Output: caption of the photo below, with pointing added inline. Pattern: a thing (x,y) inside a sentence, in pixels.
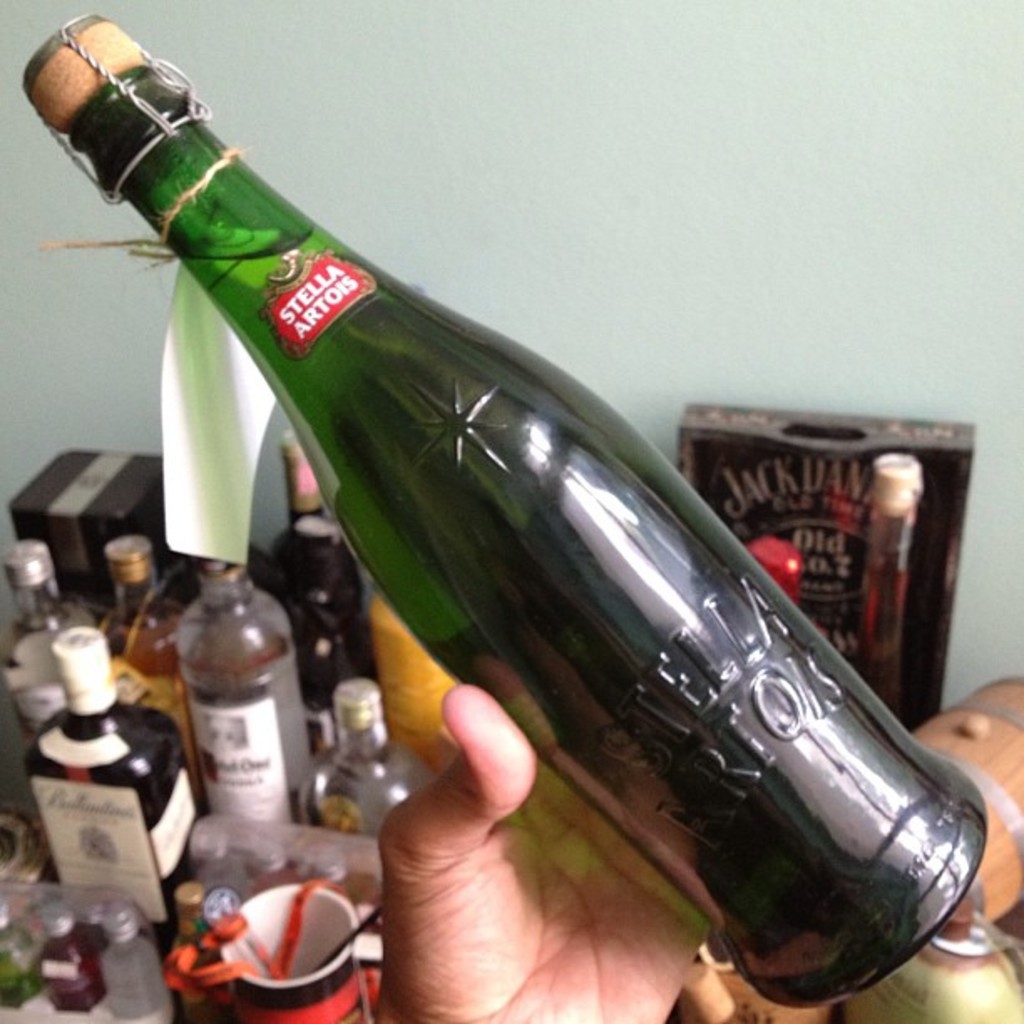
In the image we can see there is a wine bottle (521,547) in the hand (593,933) of a person (433,878) and on the table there are lot of wine bottles (255,714).
